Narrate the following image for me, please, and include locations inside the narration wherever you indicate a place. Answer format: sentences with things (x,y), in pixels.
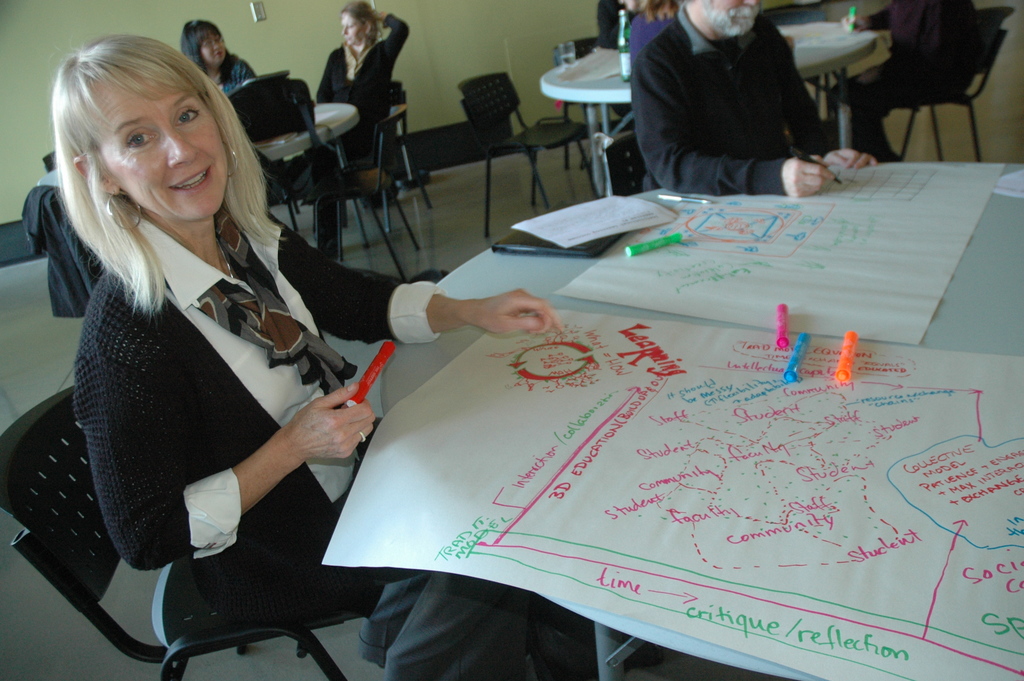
In this picture we can find a woman (531,330) sitting on a chair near the table (519,260). On the table (535,271) we can find pictures (605,287), charts (616,281), and sketches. In the background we can find some people (699,180) are sitting on a chairs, and walls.
